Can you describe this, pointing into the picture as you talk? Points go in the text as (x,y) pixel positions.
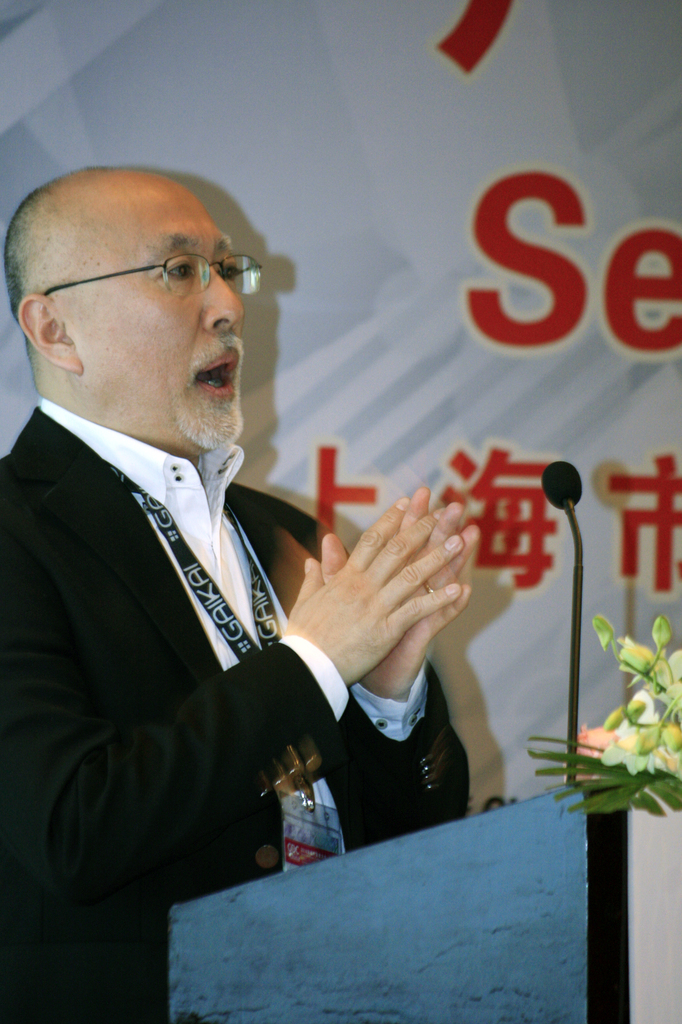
In this picture we can see a man (212,635), he wore spectacles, in front of him we can see a microphone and few flowers (648,683).
